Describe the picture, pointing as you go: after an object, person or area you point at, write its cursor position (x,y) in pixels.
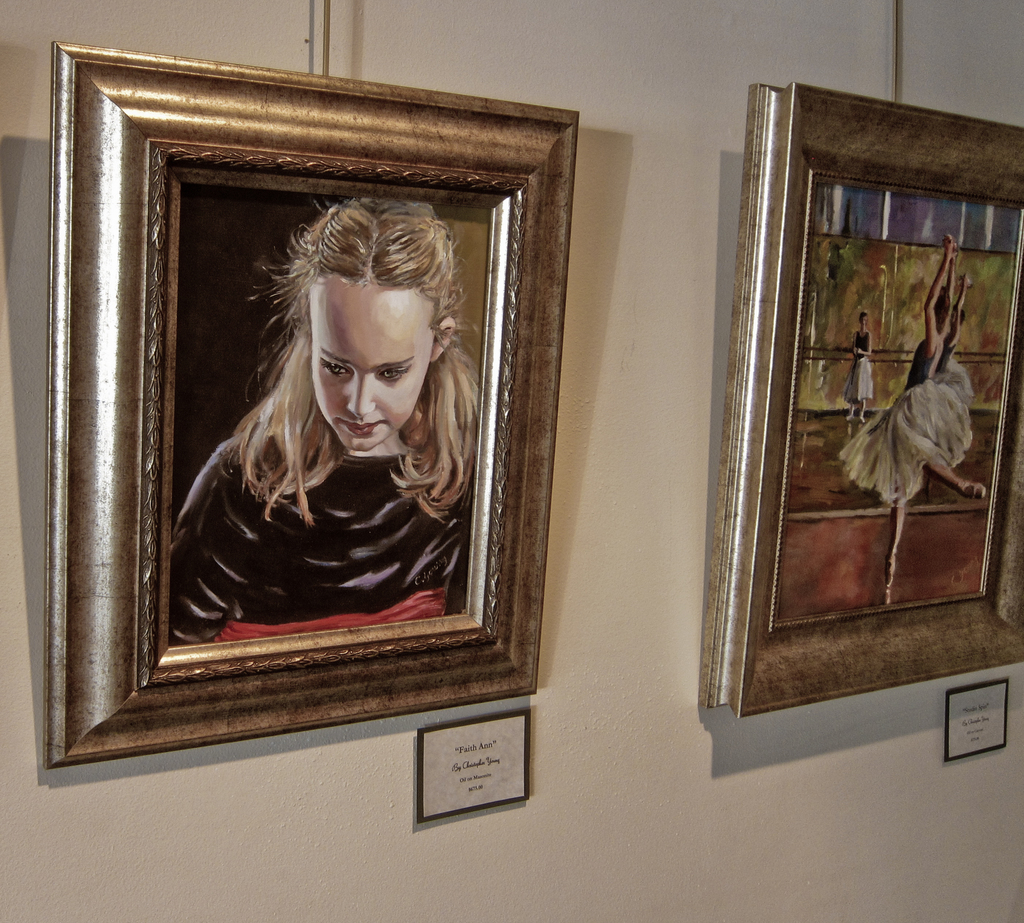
In this image we can see two picture frames (885,366) with painting (432,475) and under the frames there are boards (991,717) with text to the wall (661,361).
